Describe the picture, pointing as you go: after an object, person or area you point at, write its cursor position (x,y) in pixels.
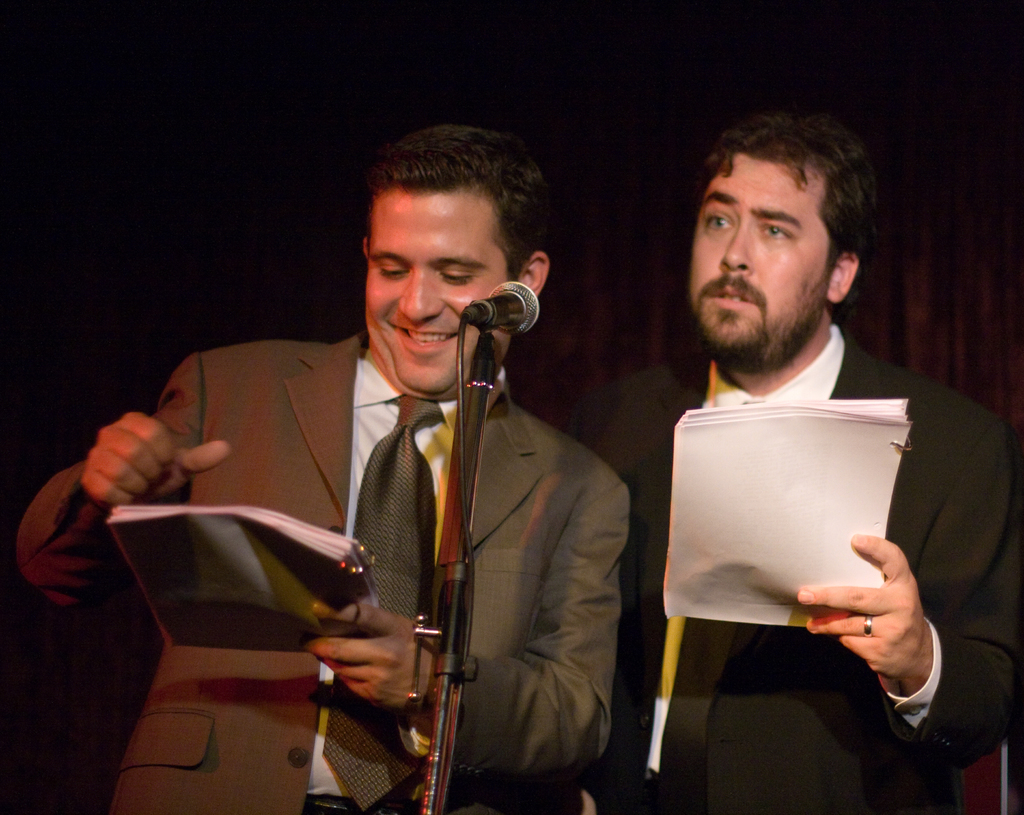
This image consists of two persons (436,452). They are wearing blazers (483,659). They are holding papers (161,594). There is mic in the middle (501,290).
